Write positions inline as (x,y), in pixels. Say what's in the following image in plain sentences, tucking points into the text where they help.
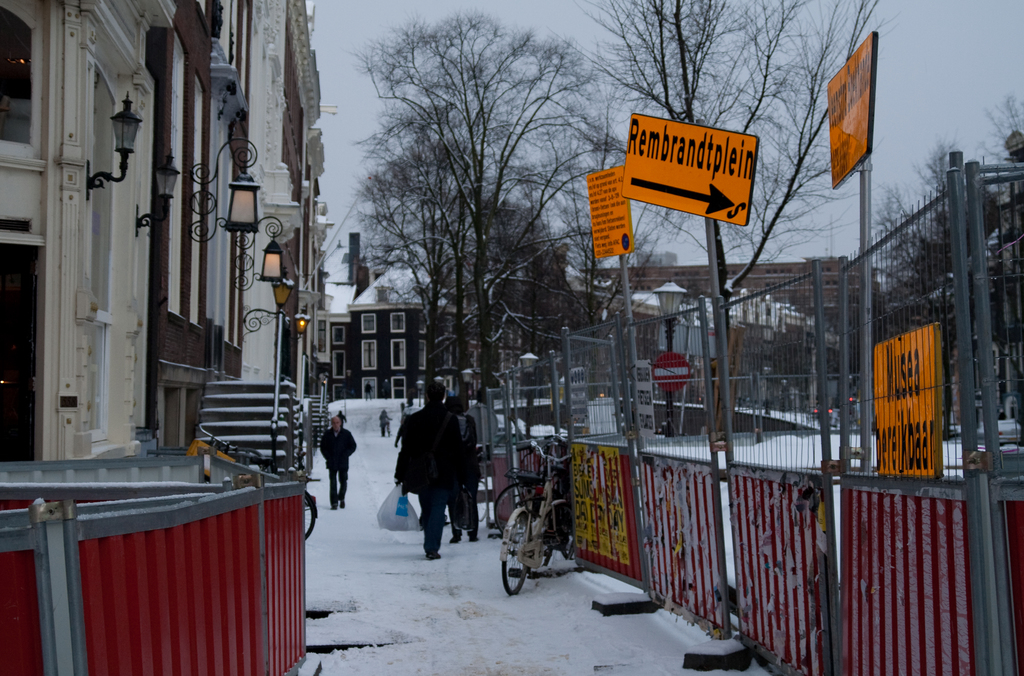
In this image we can see some group of persons (476,503) walking through the fencing (745,586), there are some trees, buildings (32,372), lights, fencing (674,415), some signage boards (675,198) and top of the image (1021,37) there is cloudy sky (924,114).
